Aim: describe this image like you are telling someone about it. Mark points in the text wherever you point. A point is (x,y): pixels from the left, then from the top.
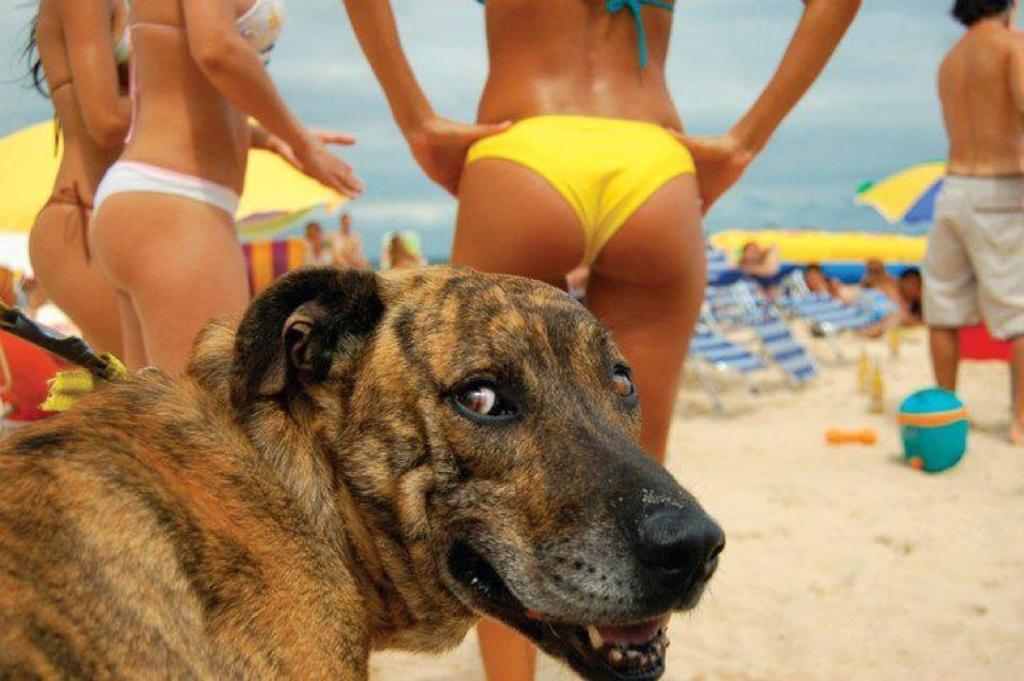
In the center of the image (371,446) there is a dog (459,522). In the background (1018,264) we can see persons (626,234), umbrellas (906,202), chairs (721,316), water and sand (752,450).
